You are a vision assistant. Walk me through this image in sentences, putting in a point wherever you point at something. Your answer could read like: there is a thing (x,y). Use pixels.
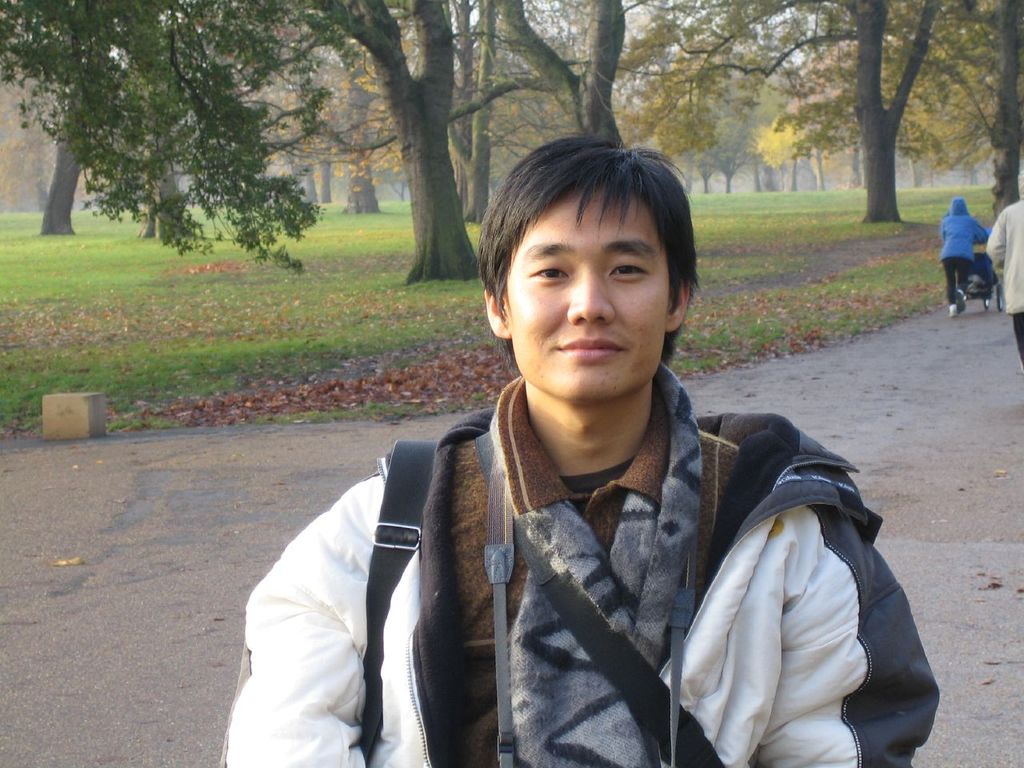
In this picture we can see a man (533,245) smiling and at the back of him we can see two people (954,264), stroller (983,294) on the road (837,387) and in the background (218,319) we can see trees (730,53), grass (216,313).
